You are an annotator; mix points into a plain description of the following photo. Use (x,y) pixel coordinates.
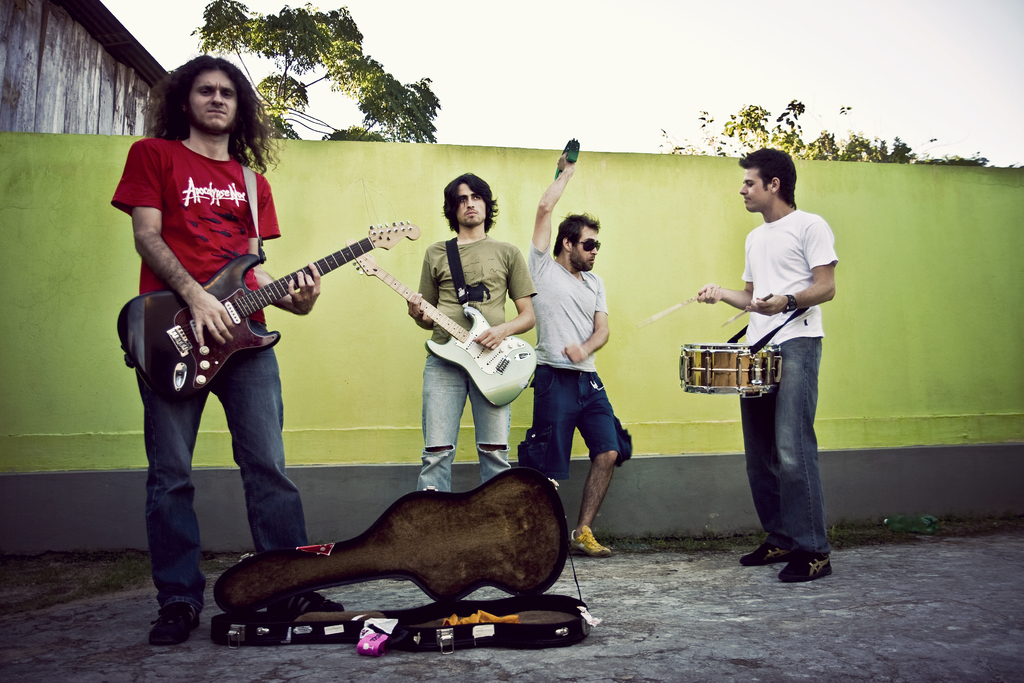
This is a picture of a band (464,294). In the foreground of the picture (486,306) there are four people (806,291). On the left (170,270) a man (232,206) in red t-shirt (217,194) is playing guitar (249,317). In the center (470,267) a man (492,295) is playing guitar (510,361). On the right (756,366) a man (758,258) is playing drum (714,361). In the center (569,244) a man (581,359) is dancing. In the foreground (512,579) there is a guitar box (495,561). In the center (652,238) there is a green wall (647,191). In the background (351,71) there are trees (311,85) and building (87,88). Sky (655,56) is cloudy.
